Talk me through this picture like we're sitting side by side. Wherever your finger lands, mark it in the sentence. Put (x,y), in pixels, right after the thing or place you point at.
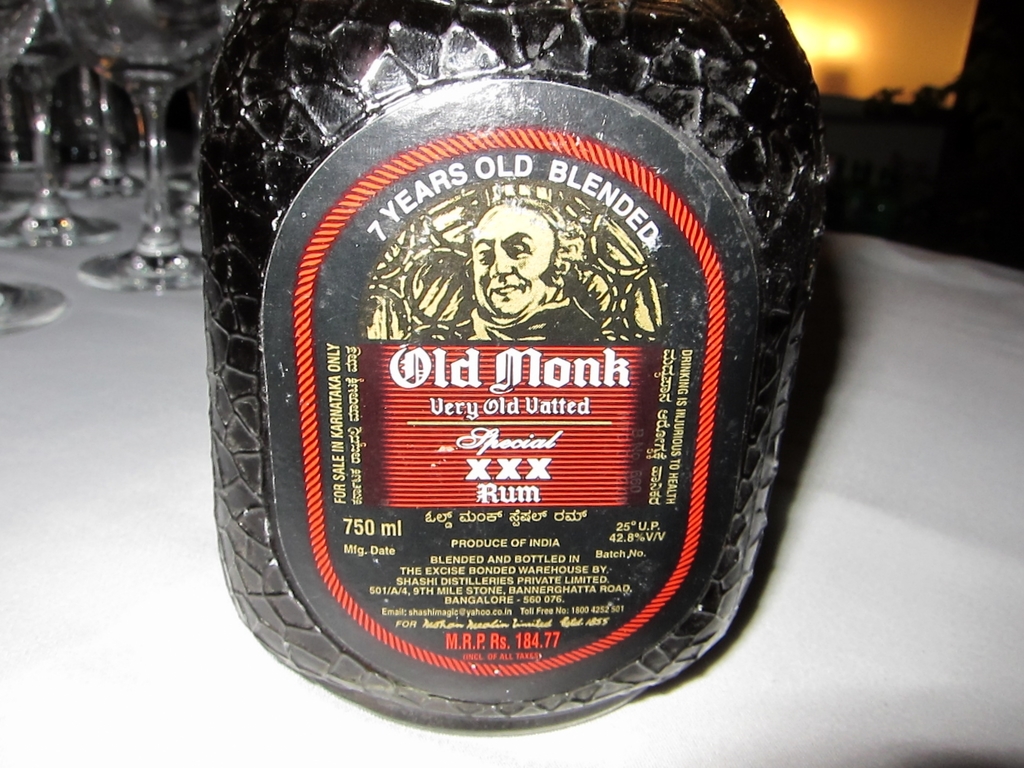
In this image we can see a rum bottle (591,563) and there is a label (564,382) on it. There few drink glasses (159,79) at the left side of the image (154,153). There is a light (828,40) at the right side of the image (842,41).
